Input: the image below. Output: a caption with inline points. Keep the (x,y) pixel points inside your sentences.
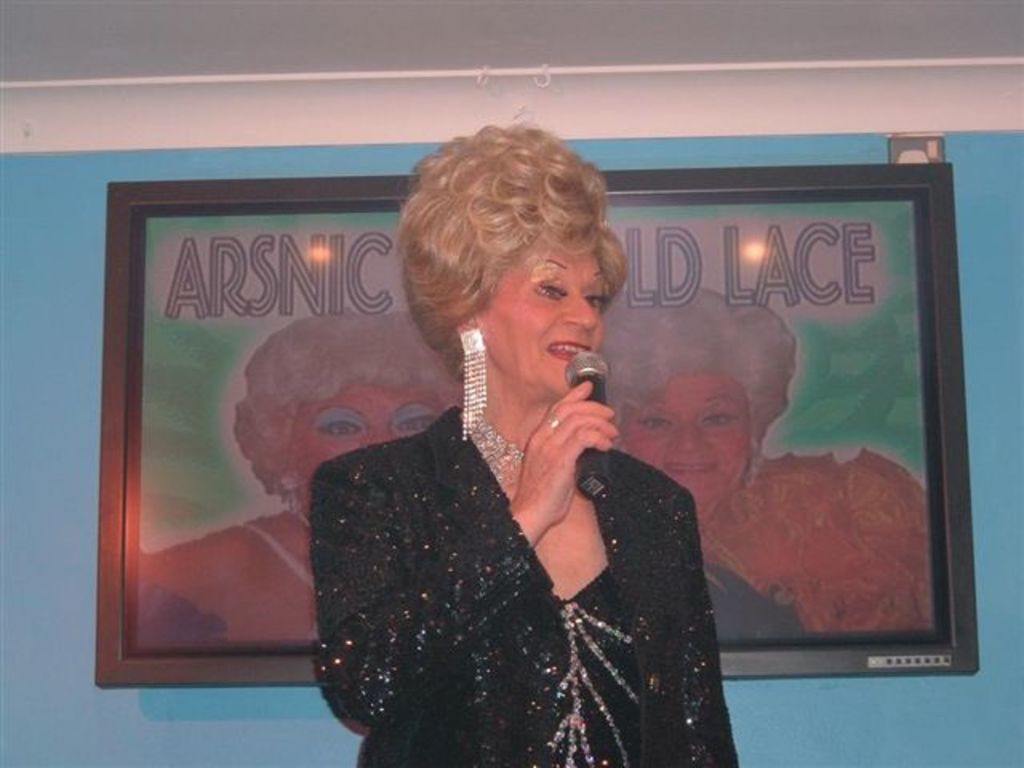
In this image we can see a lady (588,597) speaking into a microphone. There is a photo frame (295,267) on the wall (38,286). There is a blue colored wall (251,734) in the image.
